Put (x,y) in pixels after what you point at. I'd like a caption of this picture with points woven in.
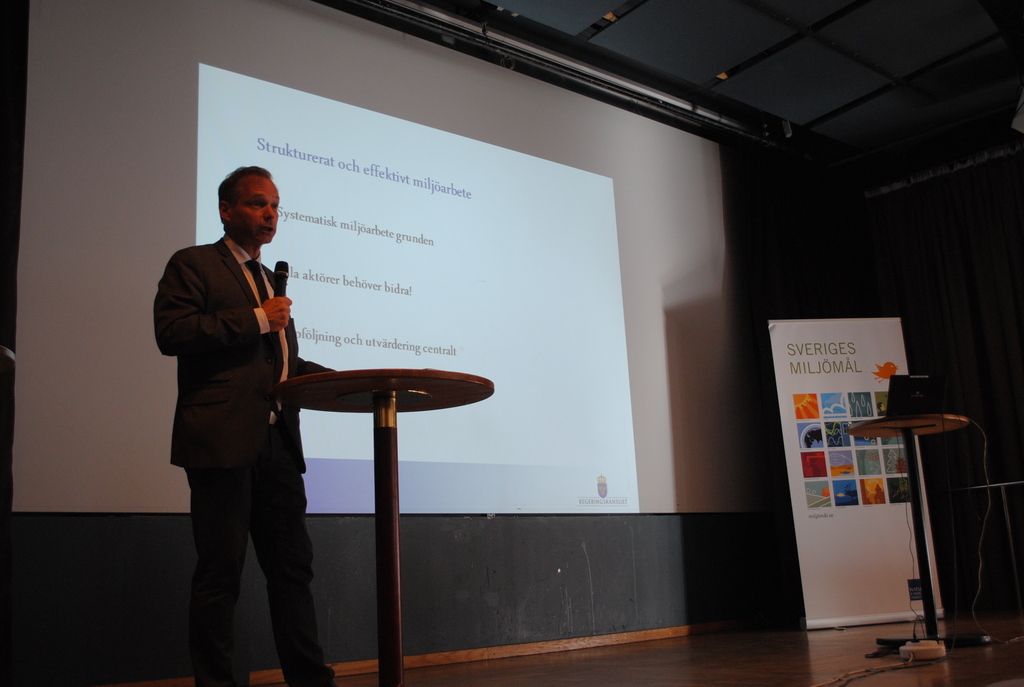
In this image I can see the person (184,352) holding the mic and standing in-front of the stand (387,533). To the right (846,523) I can see the banner (854,500) and an object (893,410) on the stand (914,422). In the background (381,214) I can see the screen (404,168).
